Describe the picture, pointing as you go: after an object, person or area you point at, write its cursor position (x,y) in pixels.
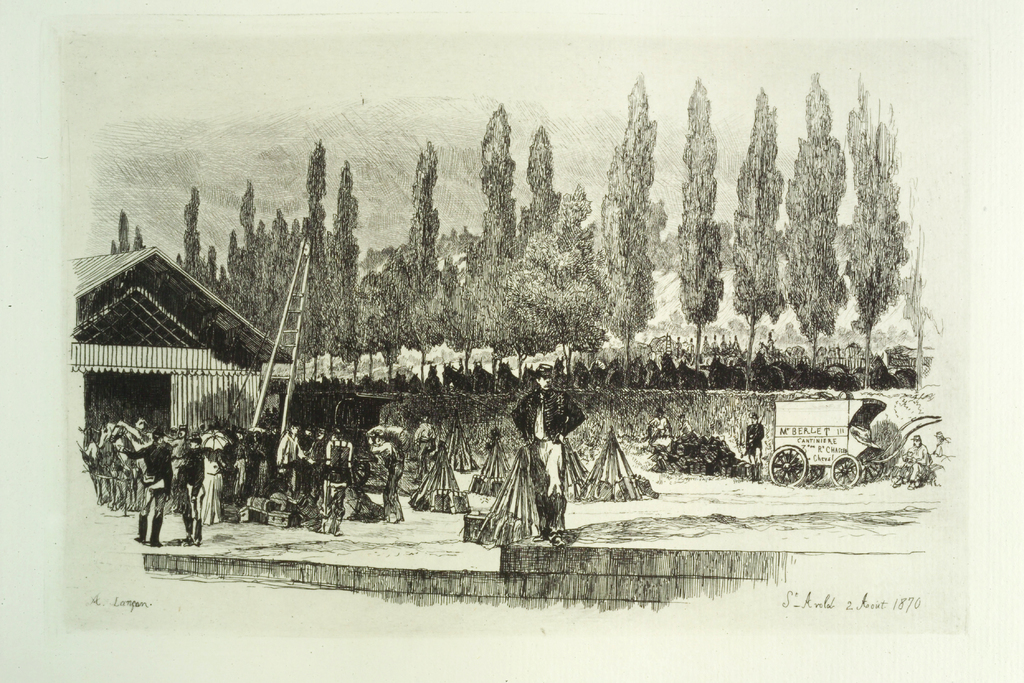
This is a poster (466,178) having a painting (225,219). In this painting (227,443), we can see there are persons (158,464), trees (431,247), a building (145,342) which is having a roof (127,260), a vehicle (820,406), plants (443,405), mountains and other objects (496,480). And the background of this poster (122,0) is white in color.
